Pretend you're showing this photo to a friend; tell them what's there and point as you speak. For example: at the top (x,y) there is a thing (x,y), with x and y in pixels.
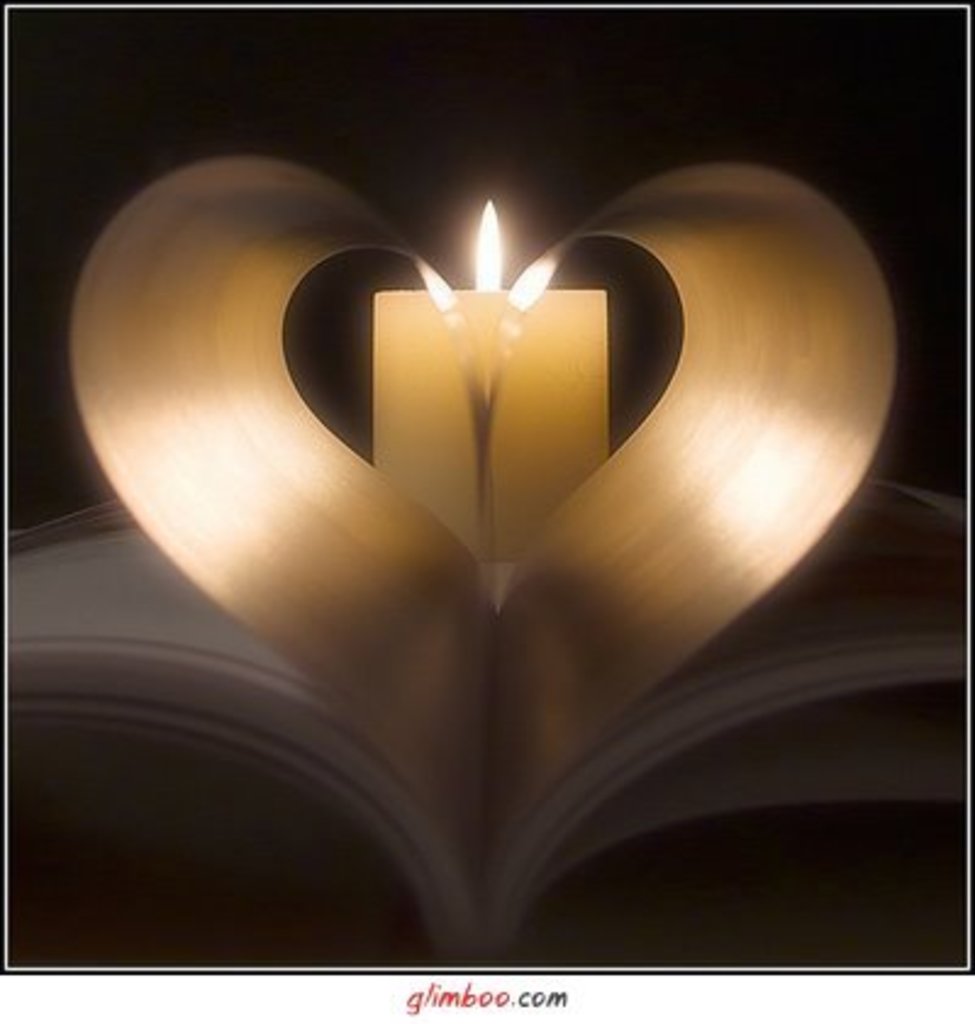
In this image we can see a book (388,642) and candlelight (528,331). In the background (31,25) the image is dark. At the bottom (440,986) there is a text (507,997) written on the image.
